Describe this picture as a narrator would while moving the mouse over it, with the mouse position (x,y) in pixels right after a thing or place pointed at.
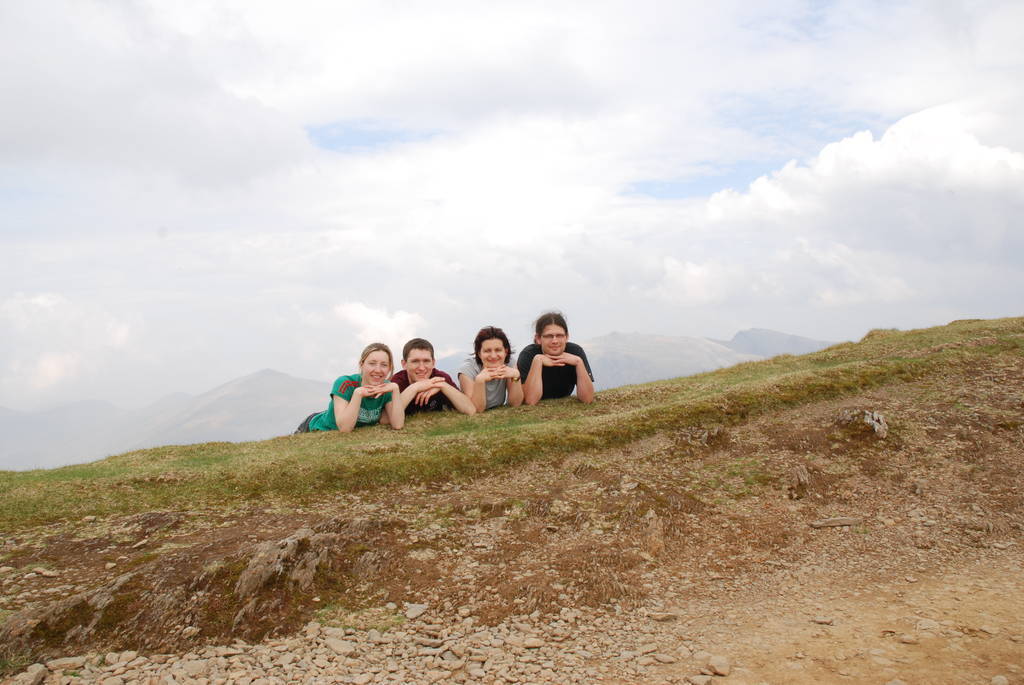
In this image I can see four persons (490,388), the person (346,409) at left (330,406) wearing green shirt (334,408) and the person (562,377) at right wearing black shirt (549,380). Background (263,134) the sky (273,163) is in white and blue color.
